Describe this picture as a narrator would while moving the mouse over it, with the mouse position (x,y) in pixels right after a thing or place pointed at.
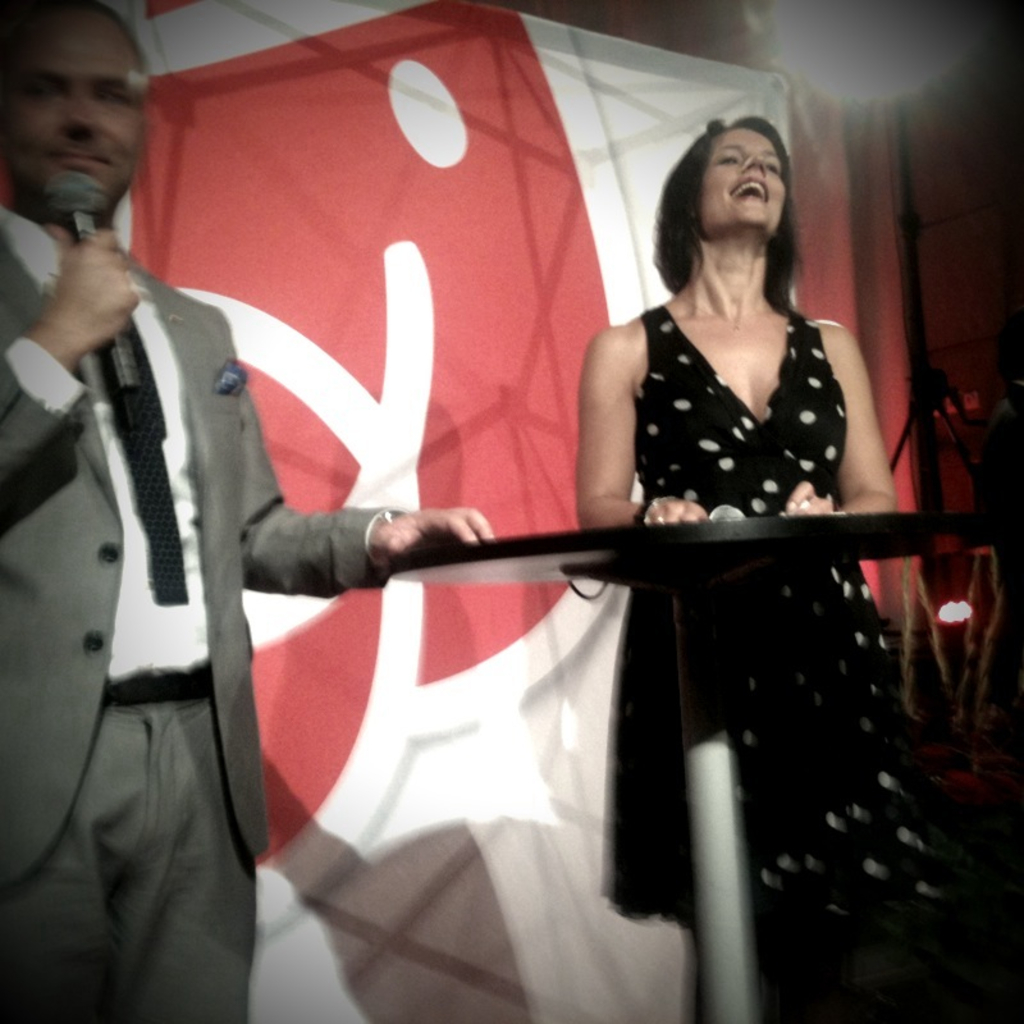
In this image, on the left side (214,428), we can see a man (80,857) standing. He is holding a microphone (78,217), on the right side (775,634), we can see a woman (793,634) standing and she is smiling, there is a table (837,528), in the background (516,252), we can see a poster (383,211).
